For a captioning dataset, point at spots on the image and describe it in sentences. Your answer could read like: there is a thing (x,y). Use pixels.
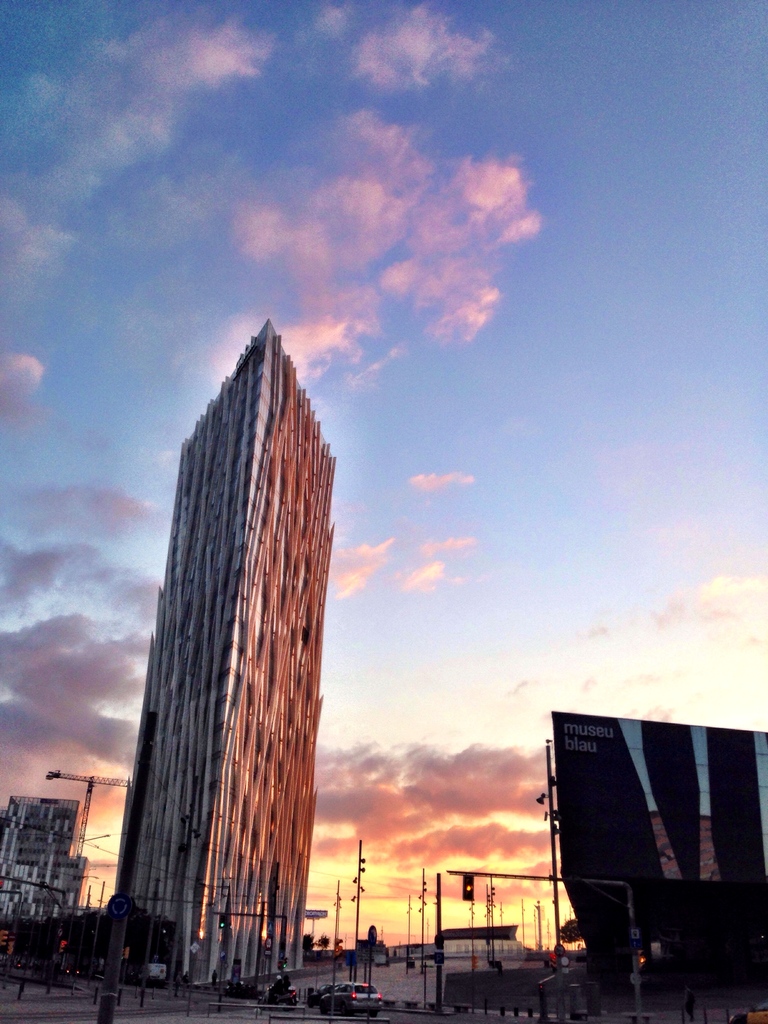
This image consists of a skyscraper (242,714) and many buildings (76,864). To the right (710,848), there is a hoarding (713,861). At the bottom (405,1014), there is a road (274,1013) on which there is a car (357,993). To the top (408,280), there are clouds (408,280) in the sky (402,329).
